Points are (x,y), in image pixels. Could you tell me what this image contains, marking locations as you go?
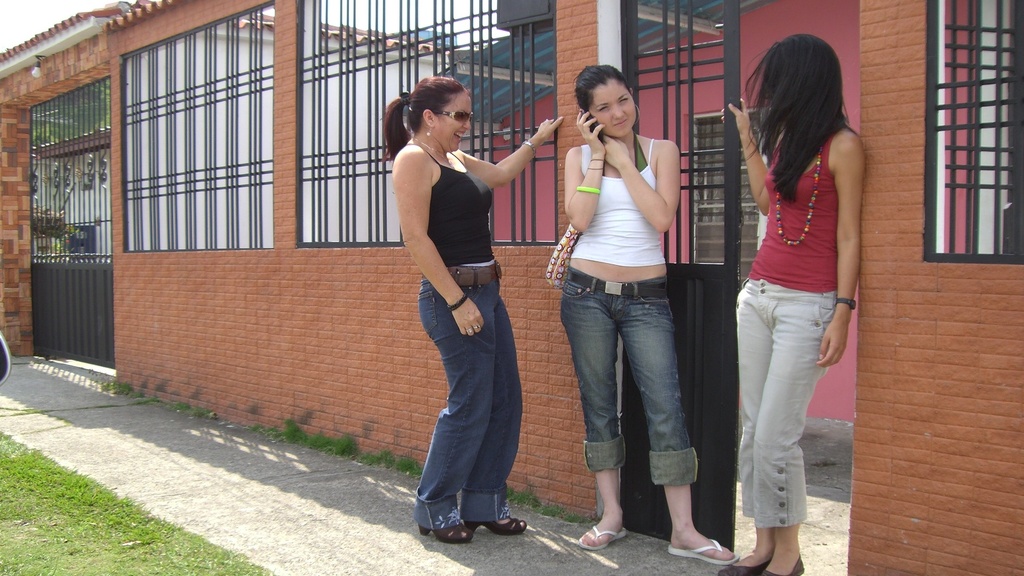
A woman (492,276) is standing, she wore a black color top (481,208) and laughing. In the middle (600,291) a beautiful girl (596,190) is holding a mobile phone (593,132) here. Behind them there is an iron grill (326,142). On the left side (67,493) it is grass (52,503).
